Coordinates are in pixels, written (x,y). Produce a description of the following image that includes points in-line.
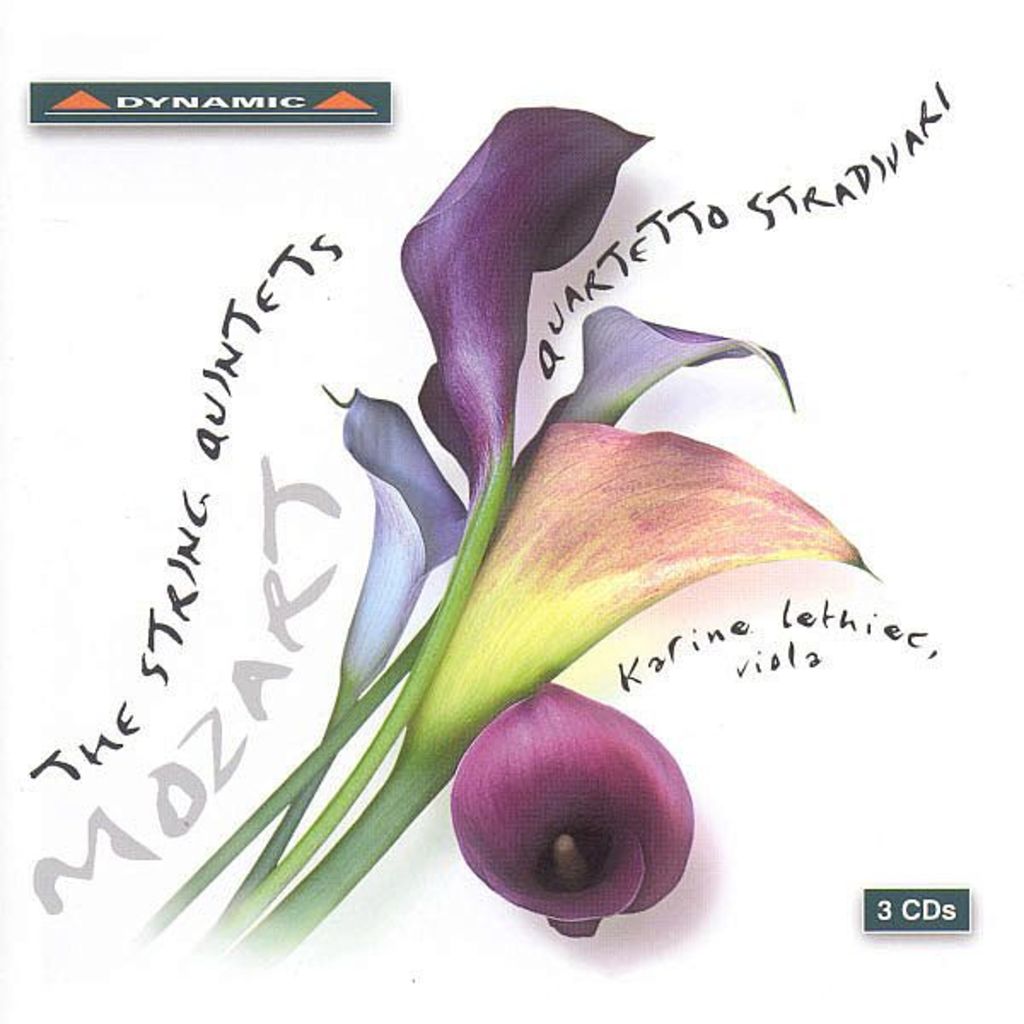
It is a graphical image, in the image we can see some flowers (544,888) and writing (47,761).
